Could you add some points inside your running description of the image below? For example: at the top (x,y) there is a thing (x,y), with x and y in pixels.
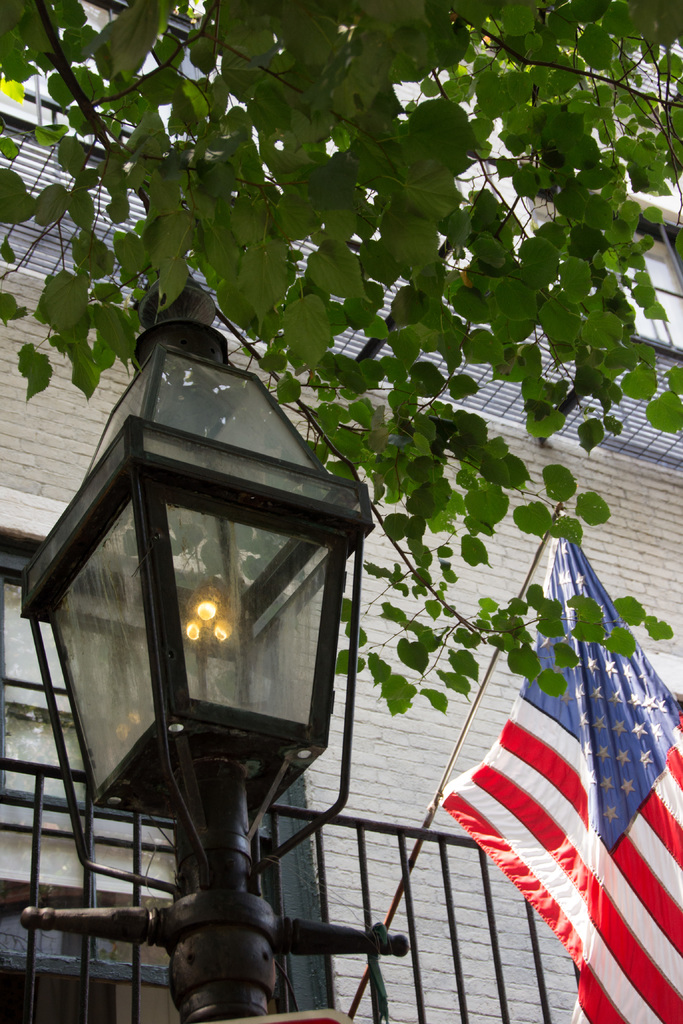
In this picture we can see a light (214,633), flag (596,843), tree (428,169) and a building (424,688), and also we can see few metal rods (488,889).
